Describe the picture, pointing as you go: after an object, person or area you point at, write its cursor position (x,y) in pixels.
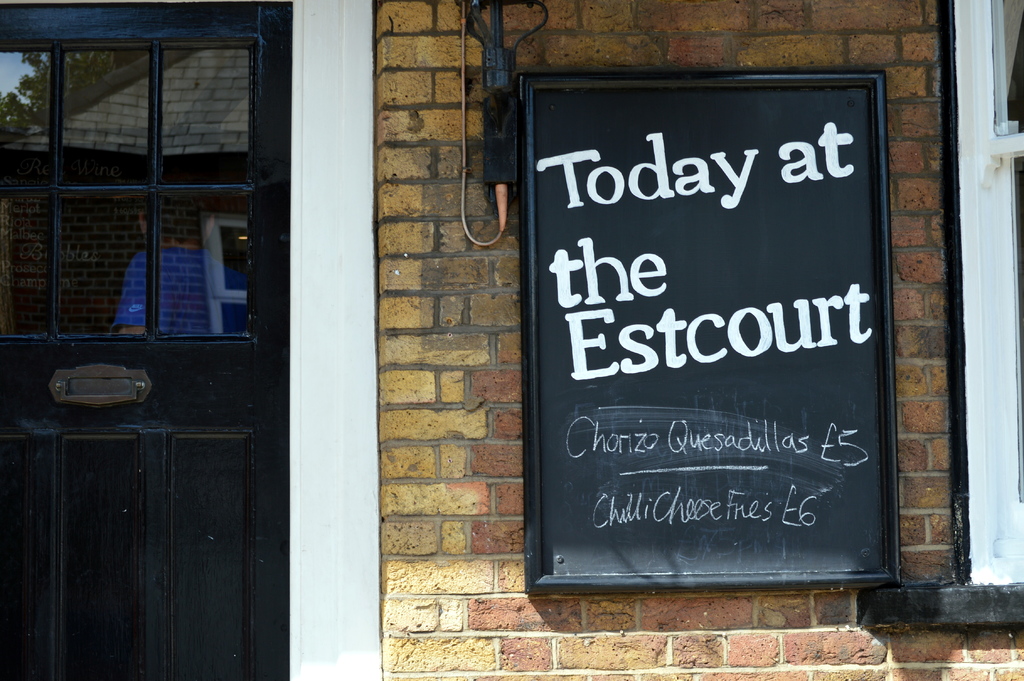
In this image I can see a black colour door (219,335), a black colour board (551,279) on this wall (446,237) and on this board (746,328) I can see something is written.
